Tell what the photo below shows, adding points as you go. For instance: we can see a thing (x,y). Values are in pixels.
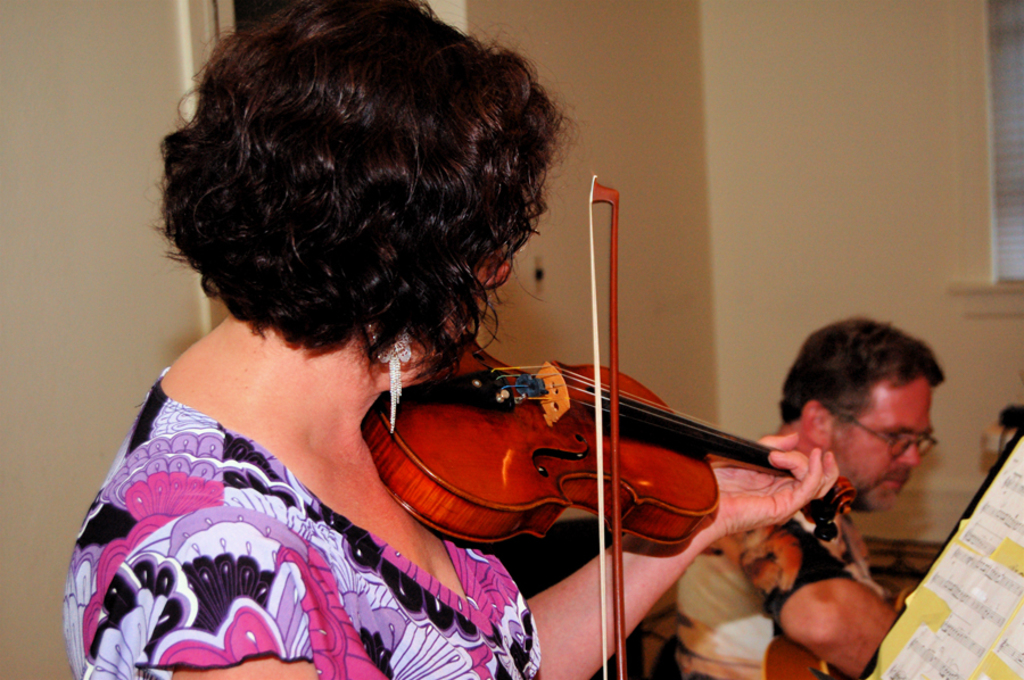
In this image on the left side (280,397) there is one woman (303,393) and she is playing violin (579,461) and on the right side (838,561) there is one man (813,580) who is wearing spectacles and on the bottom of the right corner (987,536) there is one board (979,566) and on that board (968,583) there are some papers (970,580) and on the top of the image (643,42) there is wall (776,68) and on the top of the right corner (1006,19) there is one window (996,104).
